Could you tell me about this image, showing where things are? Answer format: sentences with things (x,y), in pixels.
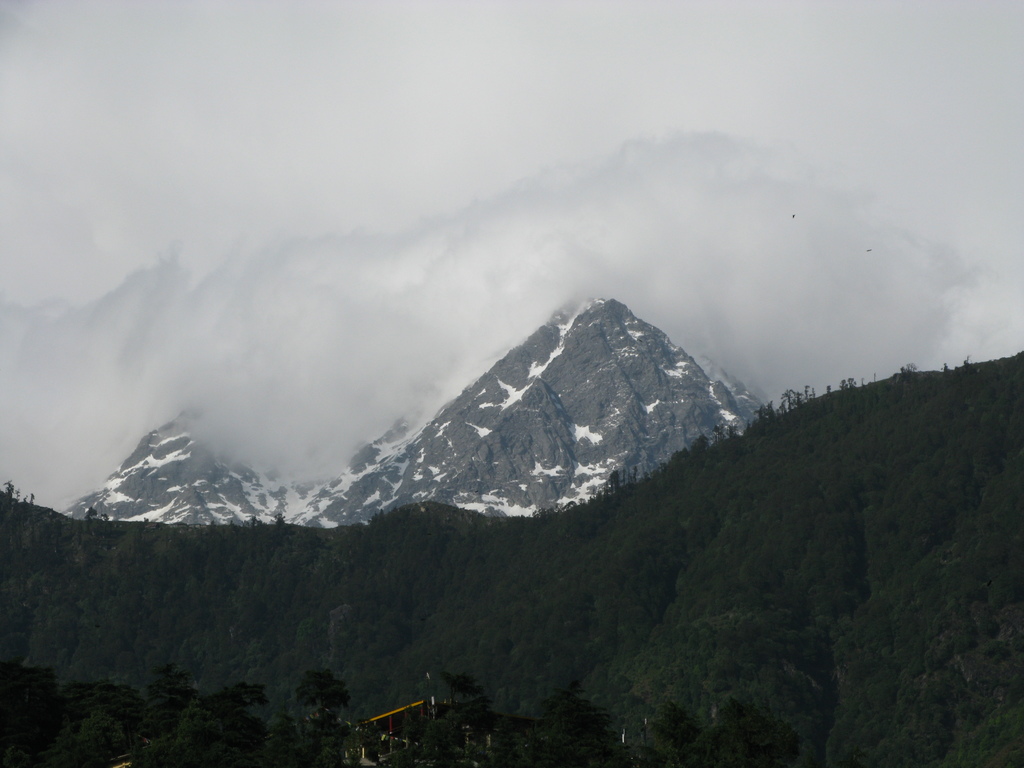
In this picture we can see trees (154,665), hills (103,660), snowy mountains (389,471) and fog (339,283).
